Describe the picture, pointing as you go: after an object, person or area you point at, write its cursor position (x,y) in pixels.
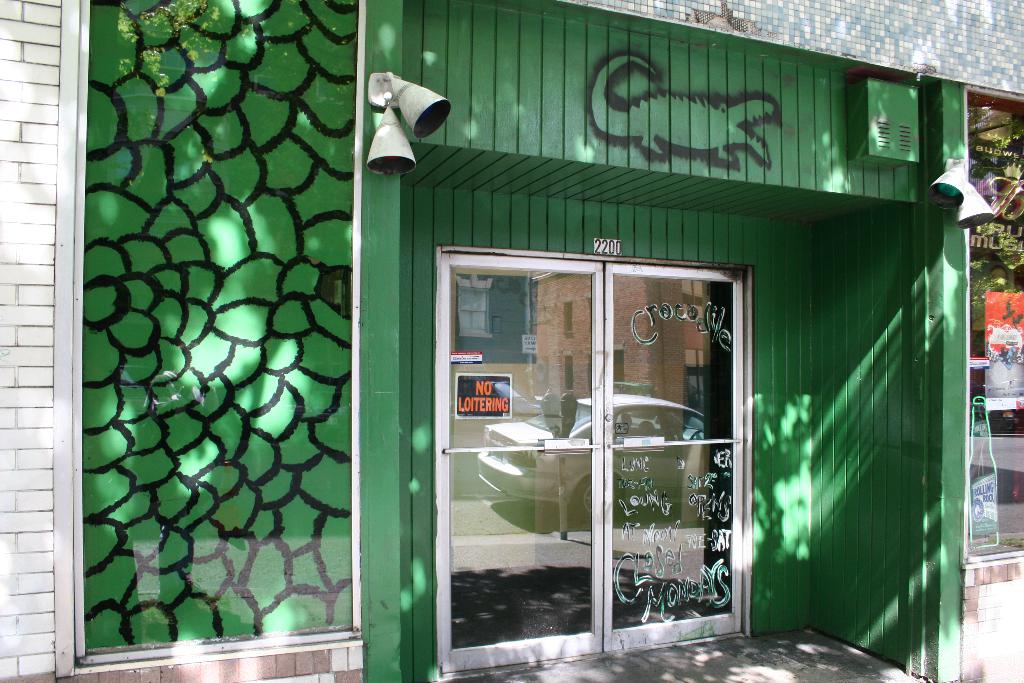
There is a front view of a building (392,587) as we can see there is a glass door (601,344) in the middle of this image (560,354), and there is a glass window (989,366) on the right side of this image (996,321).
